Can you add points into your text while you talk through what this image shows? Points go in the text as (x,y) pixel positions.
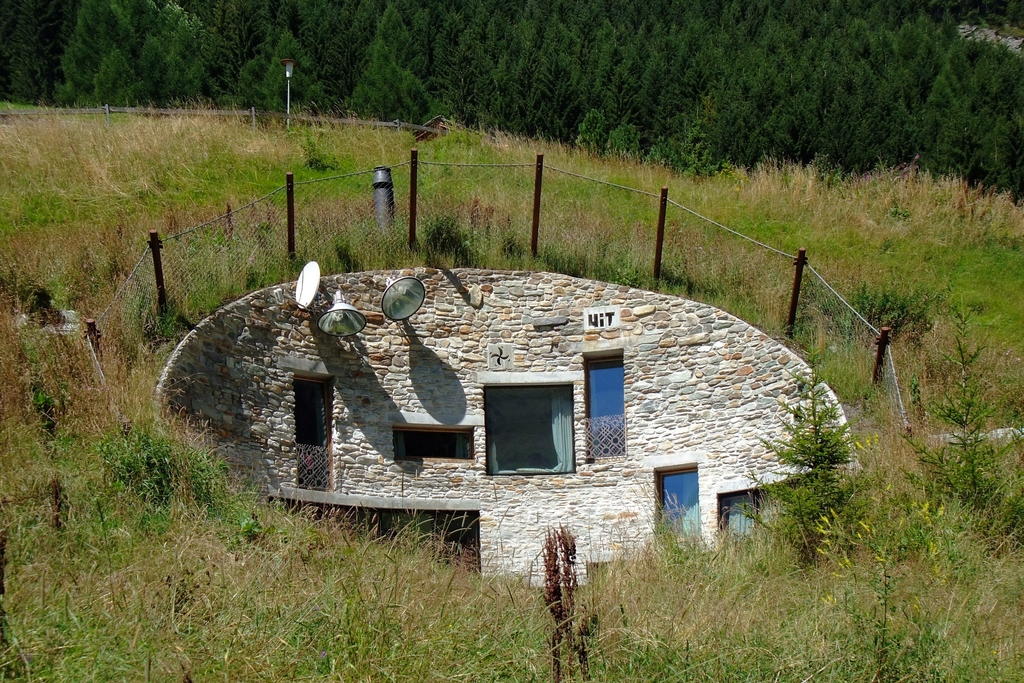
In this image we can see a house (469,421) in a hill (514,256) and there is a fence (195,227) around it and we can see windows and lights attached to the wall (590,490). There are some trees (239,30), plants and grass (54,168) on the ground (61,280).
